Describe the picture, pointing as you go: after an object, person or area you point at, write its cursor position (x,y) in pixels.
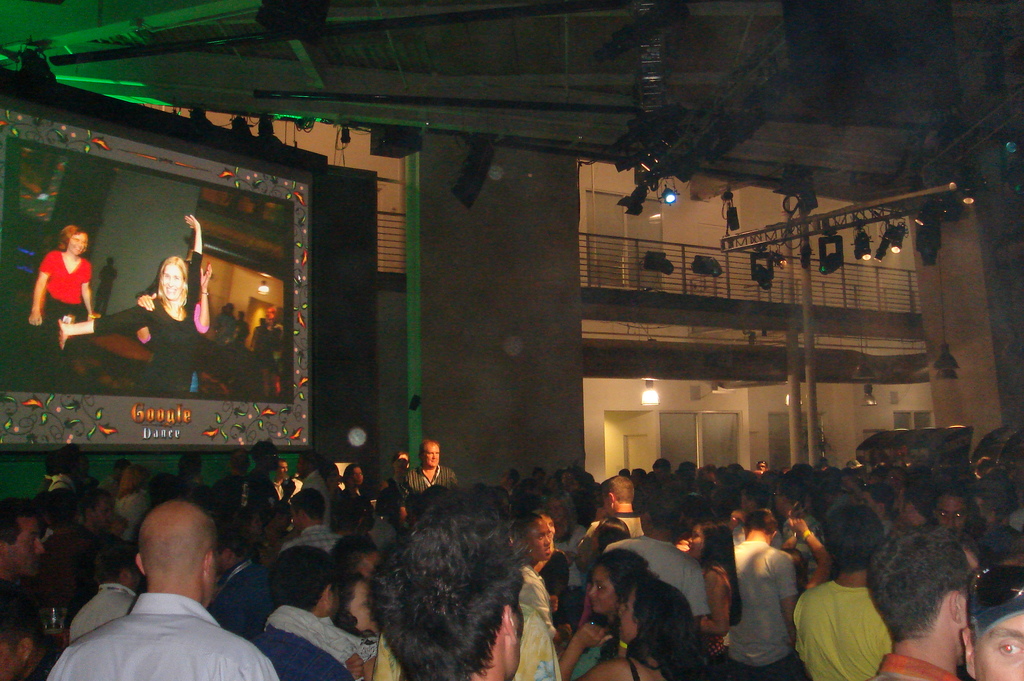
At the bottom of the picture (557,561), we see the people (631,562) are standing. On the left side (249,297), we see the monitor screen (171,256) which is displaying the people (106,331) who are standing. On the screen (133,345), we see a woman (195,368) is smiling and she might be dancing. On the right side (898,233), we see a pillar (935,367) and beside that, we see a pole (841,214) and the lights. In the background (572,343), we see a building (628,419), a pillar (566,366), doors (671,413) and the lights (643,398). At the top (355,8), we see the roof (481,22) of the building (460,20).
